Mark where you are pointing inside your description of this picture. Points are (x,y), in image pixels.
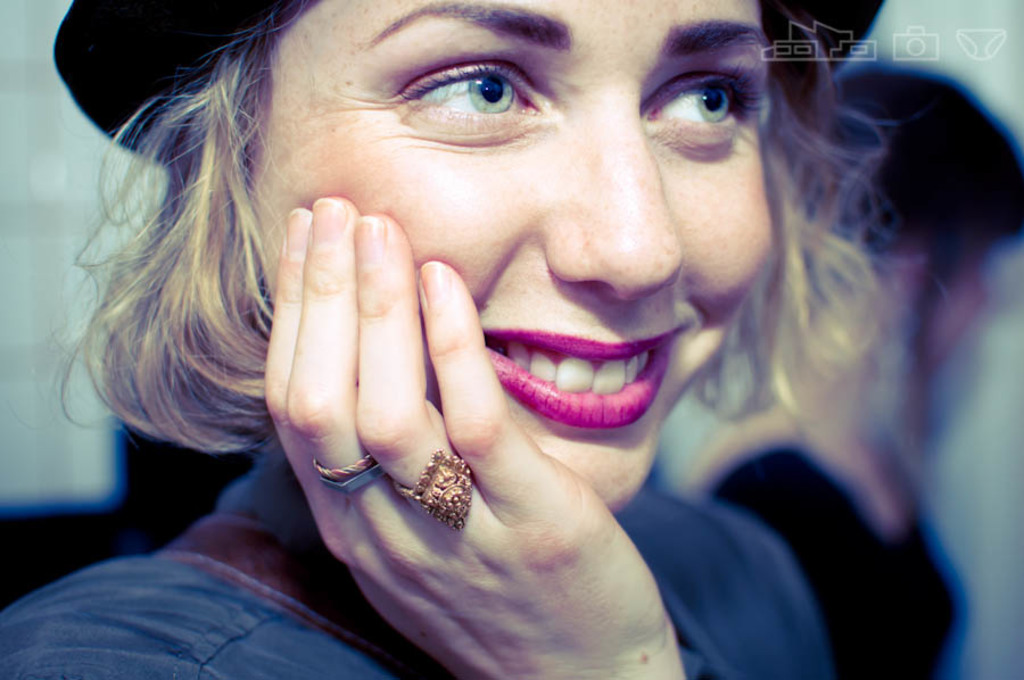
In this image we can see two persons (534,532). One woman (461,333) is wearing a hat (841,22) and rings (424,473) on her fingers (416,377). In the top right corner of the image (833,35) we can see some logos (854,31).
